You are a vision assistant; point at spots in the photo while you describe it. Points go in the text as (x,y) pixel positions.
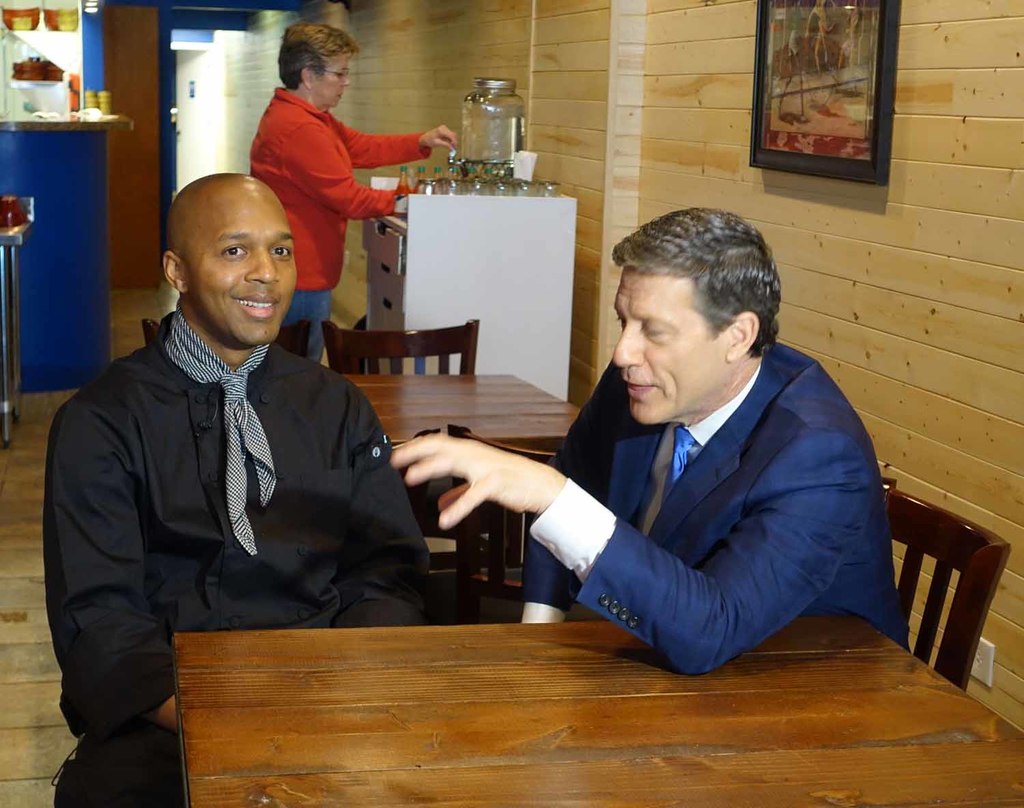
This picture shows two men (265,311) seated on the chairs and we see a woman (378,211) standing filling water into the glass (436,180) from the jar (467,110) and we see a photo frame (807,37) on the wall (731,195) and we see couple of chairs (450,351) and tables (245,764).
